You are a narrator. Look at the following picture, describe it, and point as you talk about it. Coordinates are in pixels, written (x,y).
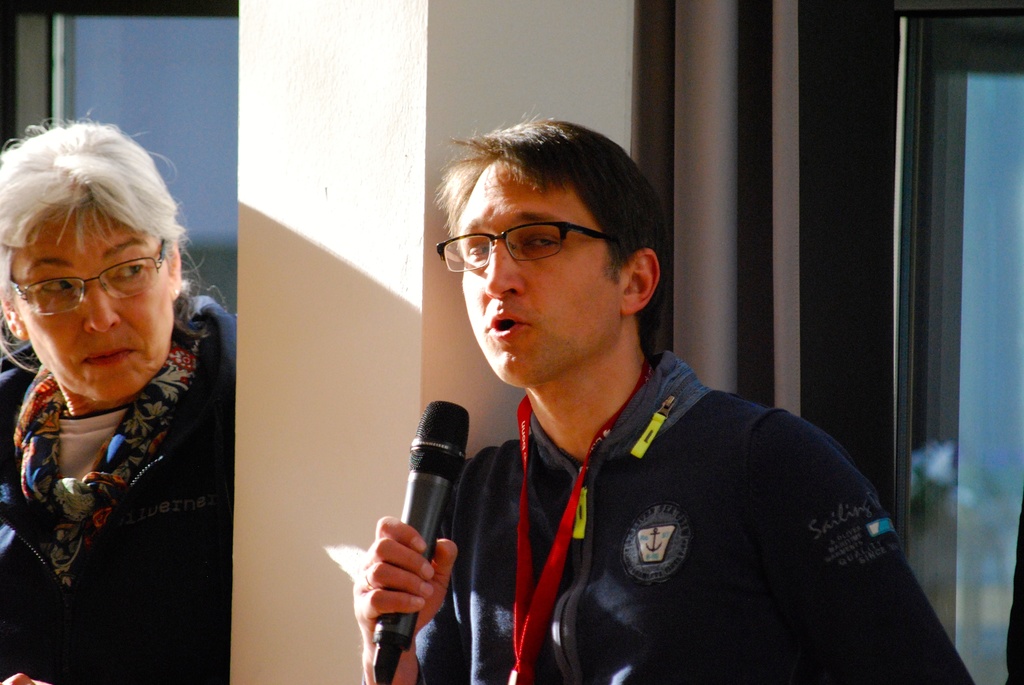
This is the picture of a person (670,432) in spectacles (524,249) standing beside the wall (339,371) and to the side there is a lady (141,385).
